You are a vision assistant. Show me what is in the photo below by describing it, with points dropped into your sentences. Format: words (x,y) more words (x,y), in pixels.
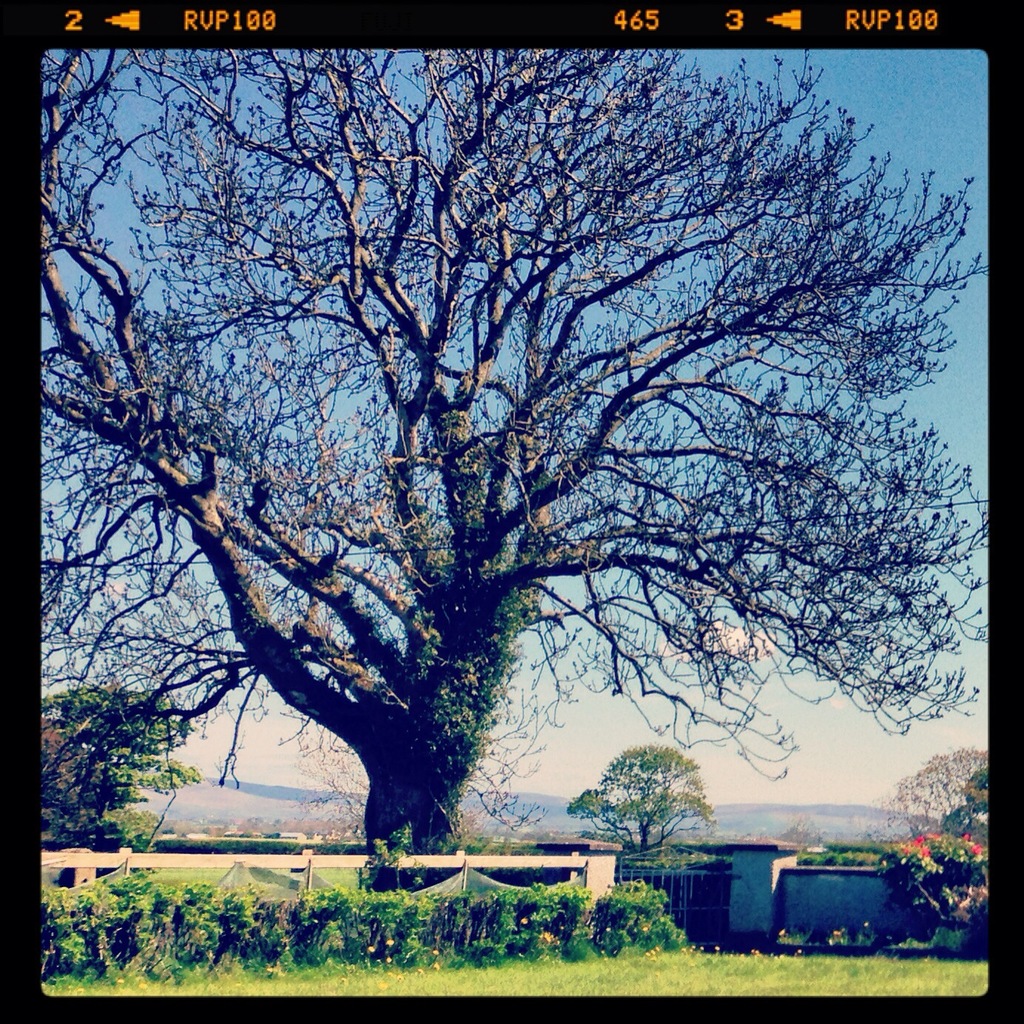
In this picture we can see the grass (581,978) on the ground (569,971). There are plants (629,894), some fencing (596,853), a gate (625,869), trees (648,358) and a few things (861,915). There are numbers (71,12) and text (849,20) on top. We can see the sky (141,115) in the background (797,65).
